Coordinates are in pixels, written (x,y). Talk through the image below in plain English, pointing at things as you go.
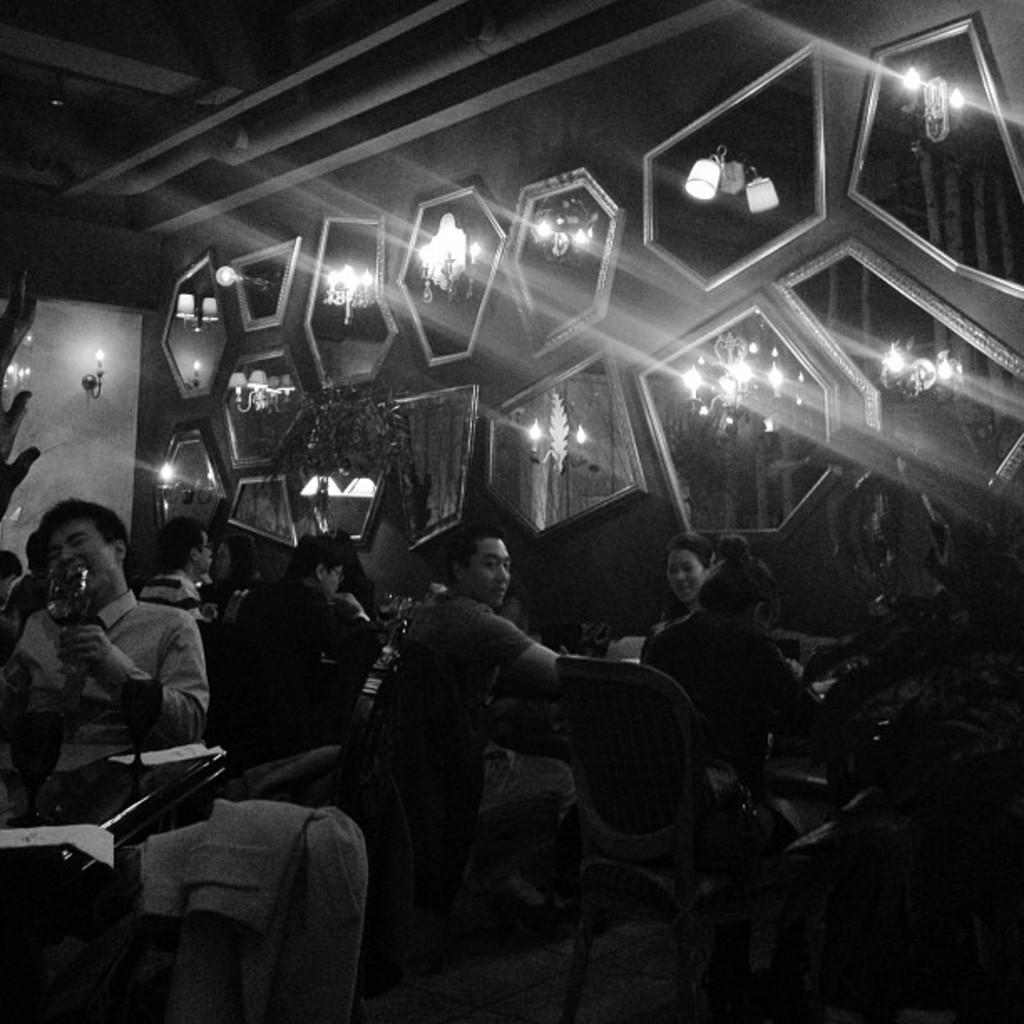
This is a black and white image. In this image we can see there are people (164,699) sitting on a chair (384,834), in front of them there is a table (89,770) and a few people (145,624) are holding a glass of drink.
